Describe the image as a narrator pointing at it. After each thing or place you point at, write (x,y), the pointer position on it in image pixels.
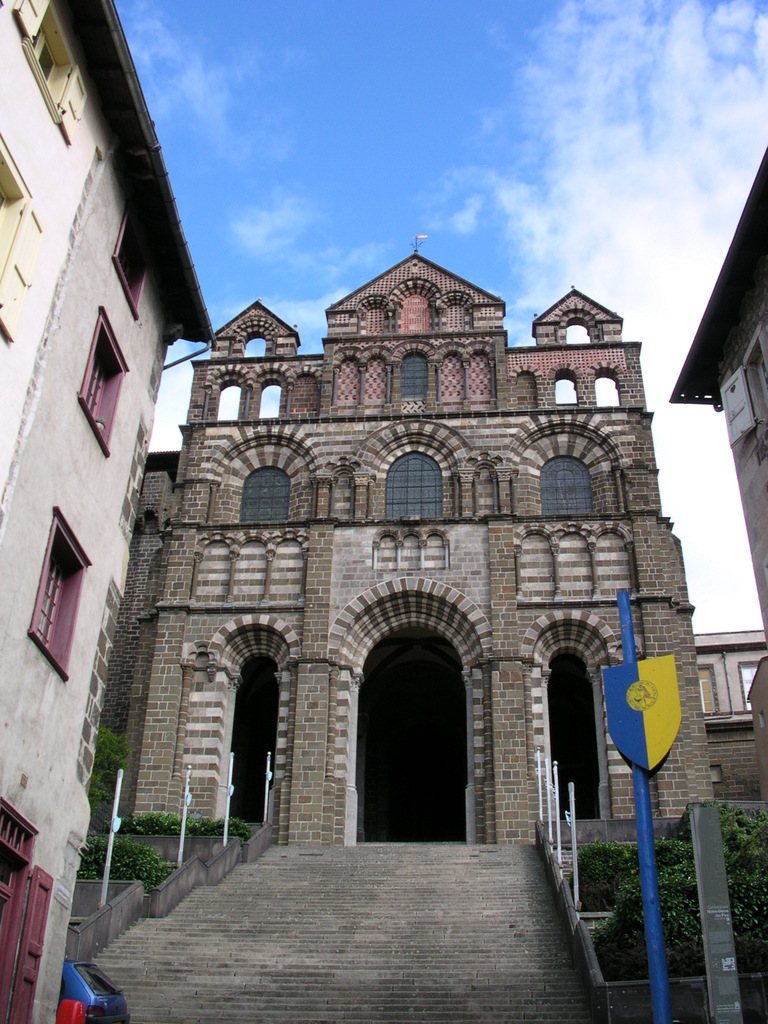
In the image we can see many buildings (605,625) and windows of the building (398,521). These are the stairs (373,931), pole (643,875), grass (135,827), plant (112,756) and a cloudy sky (397,220). We can even see a vehicle (64,969).
